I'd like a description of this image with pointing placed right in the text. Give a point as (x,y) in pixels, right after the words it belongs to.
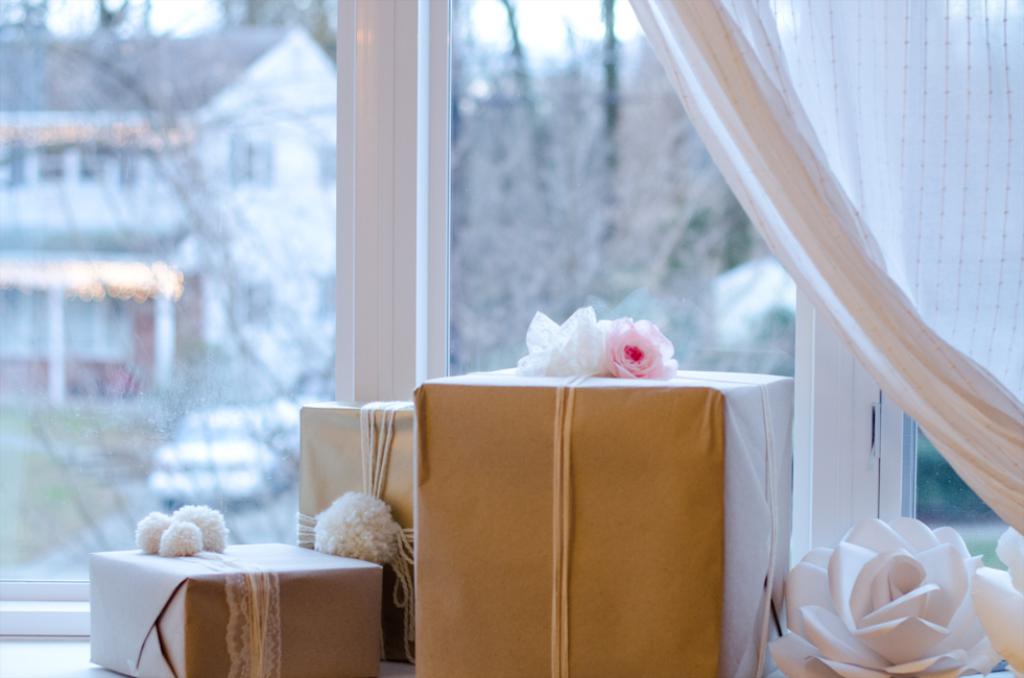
In this image there are gifts (429,618) and flowers (933,636), in the background (226,410) there is a window (966,510) and it is blurred.
